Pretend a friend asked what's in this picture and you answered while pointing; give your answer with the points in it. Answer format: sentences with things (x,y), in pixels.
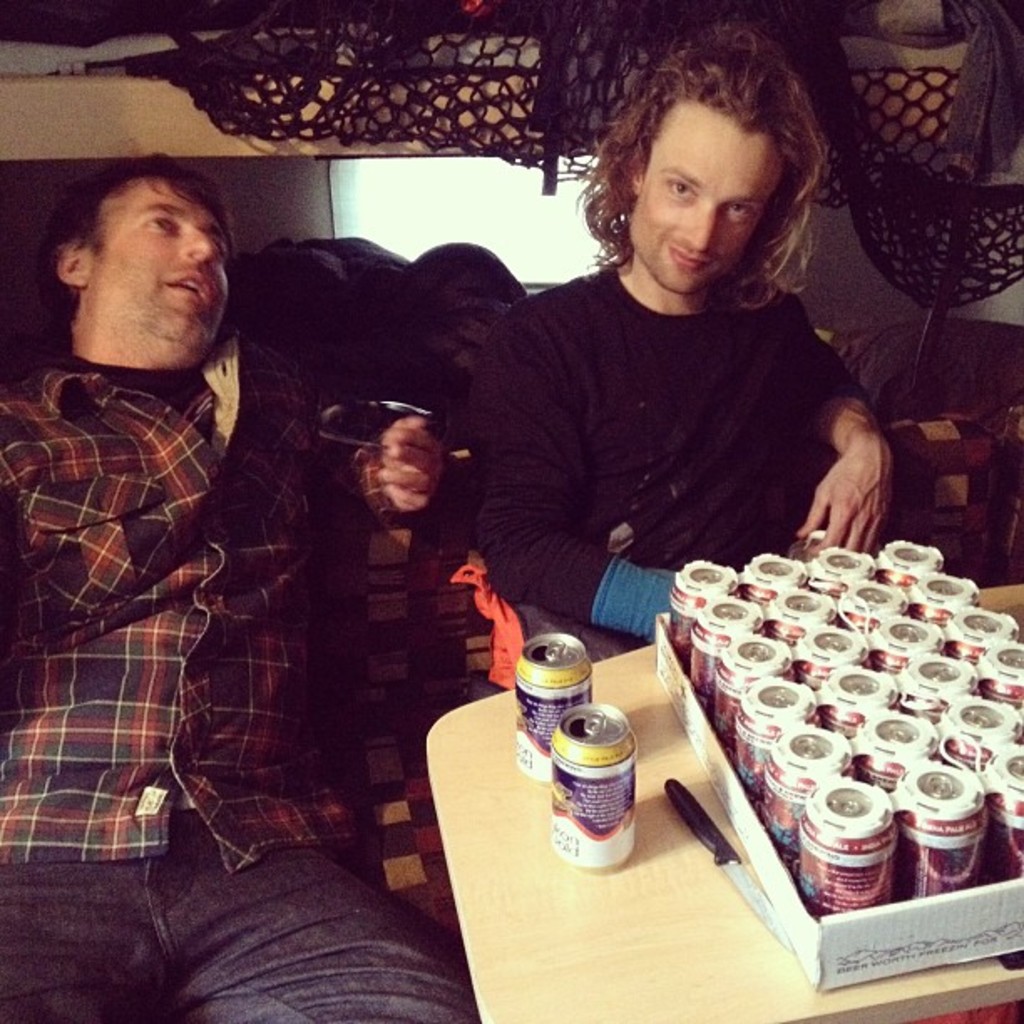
There are cans (829,874) and a knife (770,902) is present on the surface (563,957) which is in the bottom right corner of this image (726,898). There are two persons (572,479) present in the middle of this image (568,464). We can see a net (449,92) at the top of this image (494,65).
